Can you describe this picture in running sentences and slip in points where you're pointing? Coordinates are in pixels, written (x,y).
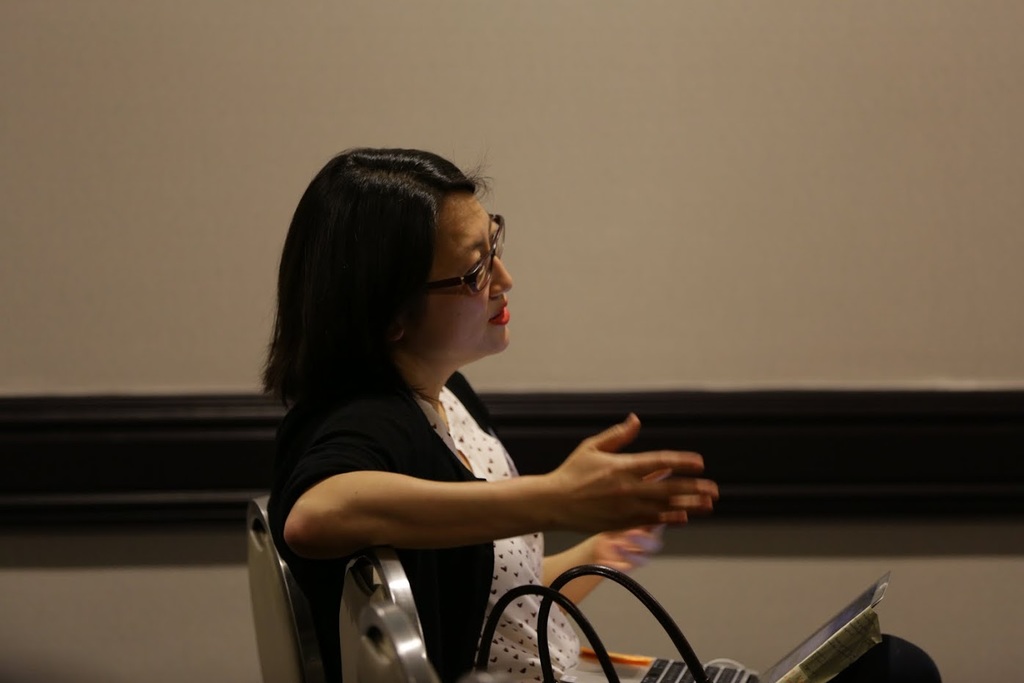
In this image, I can see the woman (565,665) sitting on the chair (361,616). This looks like a laptop (728,672). I think this is a dark rail (805,437), which is attached to the wall (793,507).
